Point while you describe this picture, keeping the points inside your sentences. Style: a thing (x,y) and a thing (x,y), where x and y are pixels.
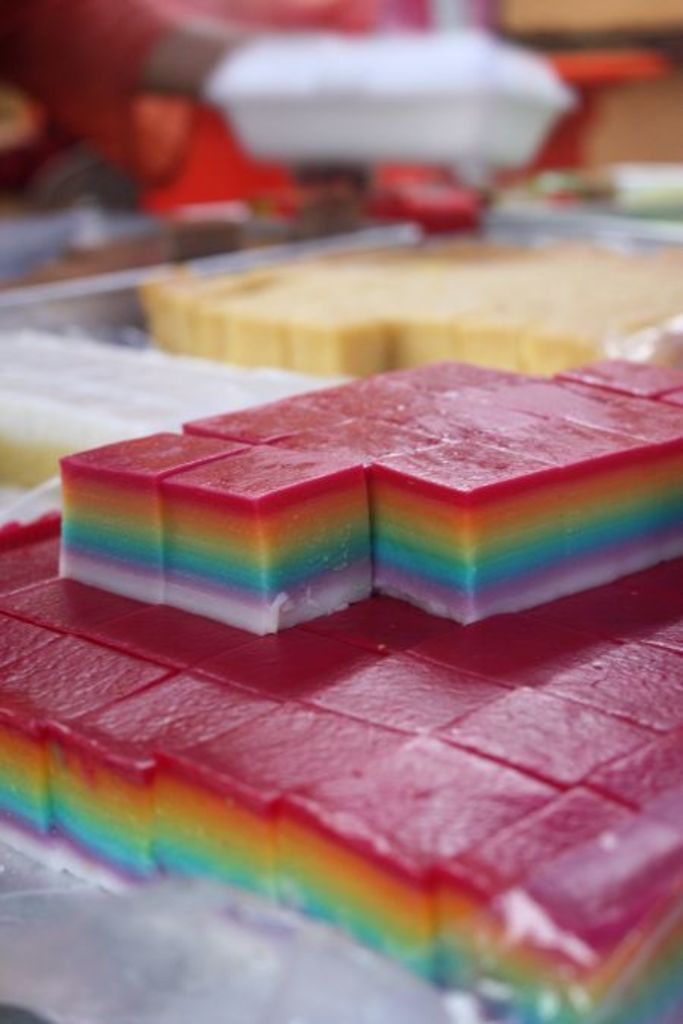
This image consists of lollies (405,406) and cakes (346,472). The background (53,329) is blurred.
